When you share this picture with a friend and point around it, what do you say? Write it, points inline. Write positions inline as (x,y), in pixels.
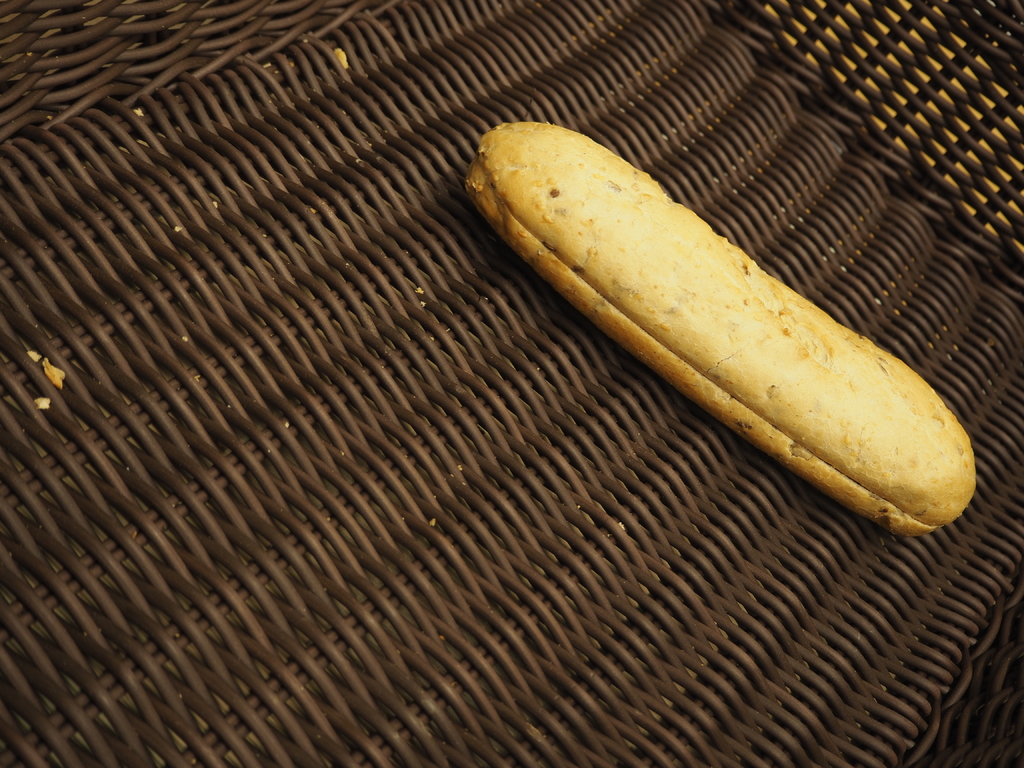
In this image there is one basket (504,442), in the basket (740,512) there is one food item (693,370).
